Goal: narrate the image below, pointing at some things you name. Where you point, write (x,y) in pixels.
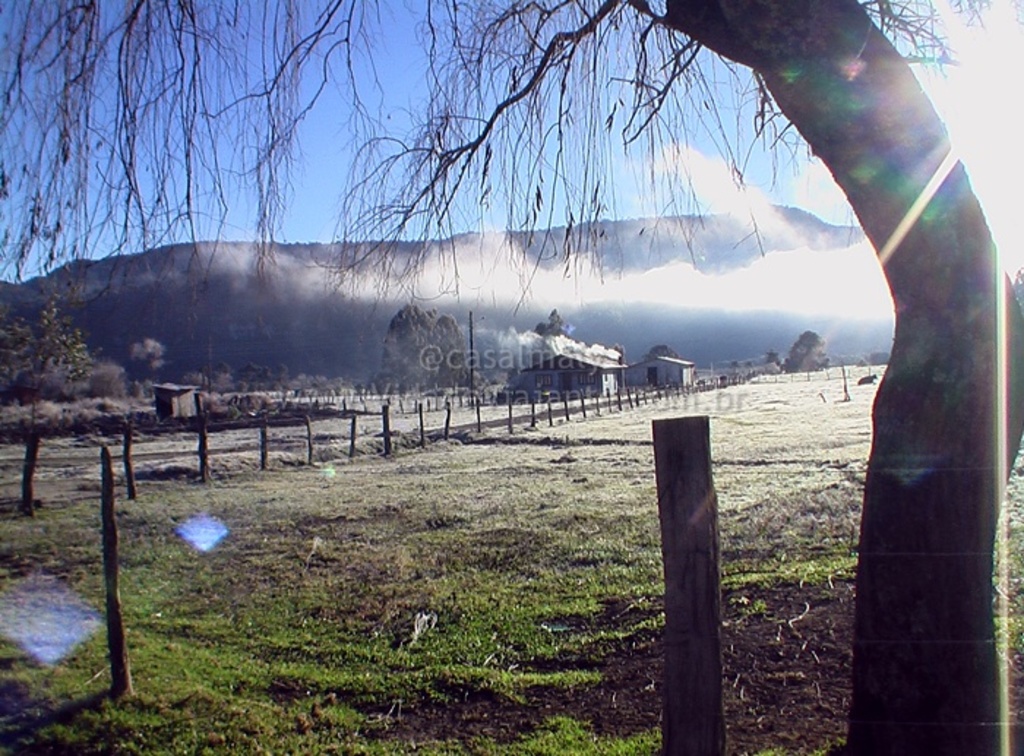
In this picture I can observe some poles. On the right side (885,634) there is a tree (892,648). In the background (646,358) I can observe houses (646,370), hills (140,305) and a sky (393,144).
